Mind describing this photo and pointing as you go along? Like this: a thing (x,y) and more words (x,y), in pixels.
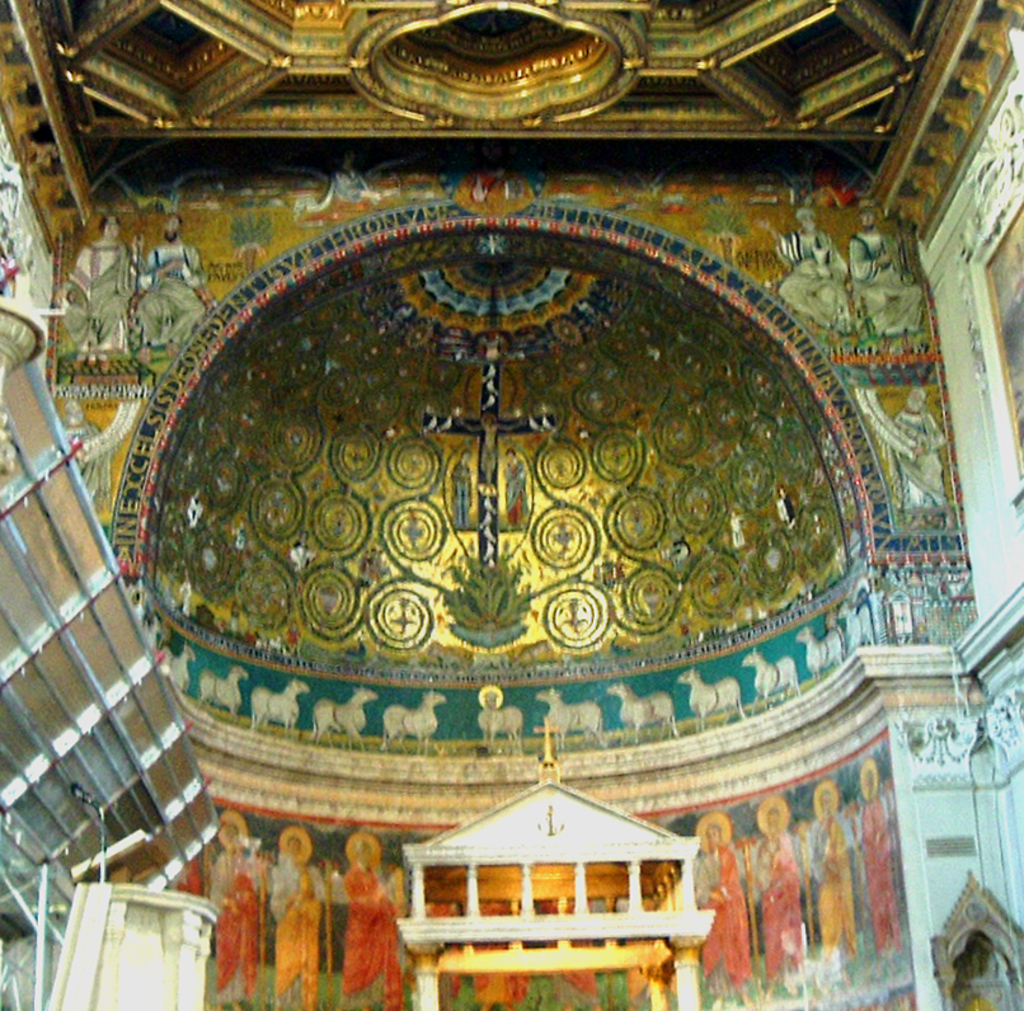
In this image we can see decorated walls (897,592), decorated ceiling (997,51), cross symbol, images (461,618) and pillars (681,976).
